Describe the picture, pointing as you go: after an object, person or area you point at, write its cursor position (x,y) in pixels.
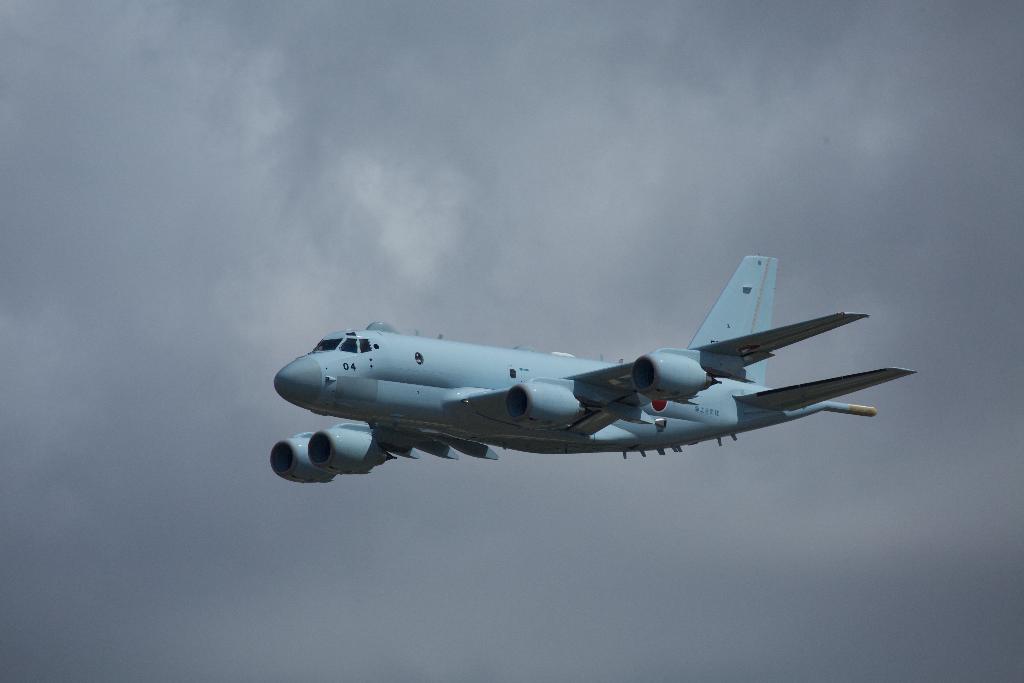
Here we can see a plane (472,423) flying in the sky (90,587). In the background (420,199) there are clouds (534,336).
